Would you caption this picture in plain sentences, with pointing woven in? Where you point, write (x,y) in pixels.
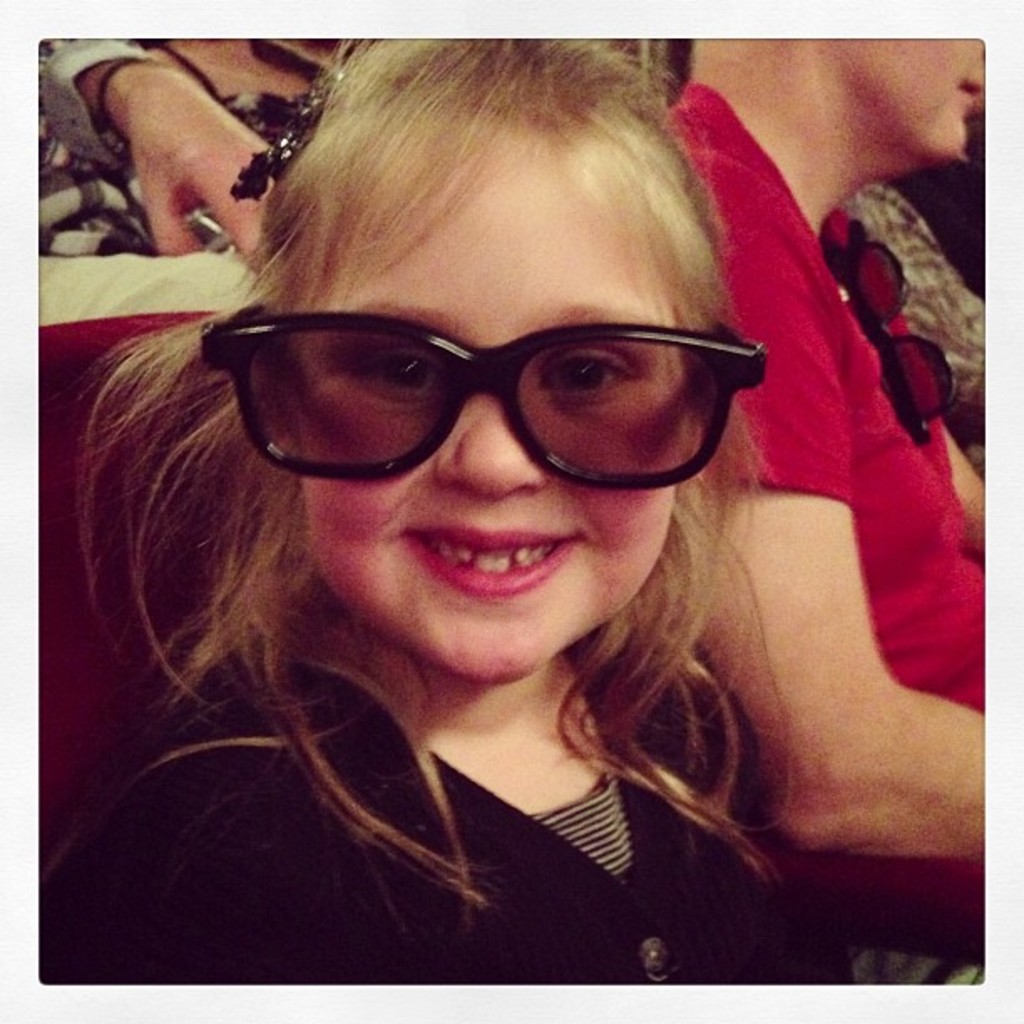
In this picture we can see a girl (298,240) wore goggles (524,367) and smiling. In the background (230,87) we can see some people (116,172).
